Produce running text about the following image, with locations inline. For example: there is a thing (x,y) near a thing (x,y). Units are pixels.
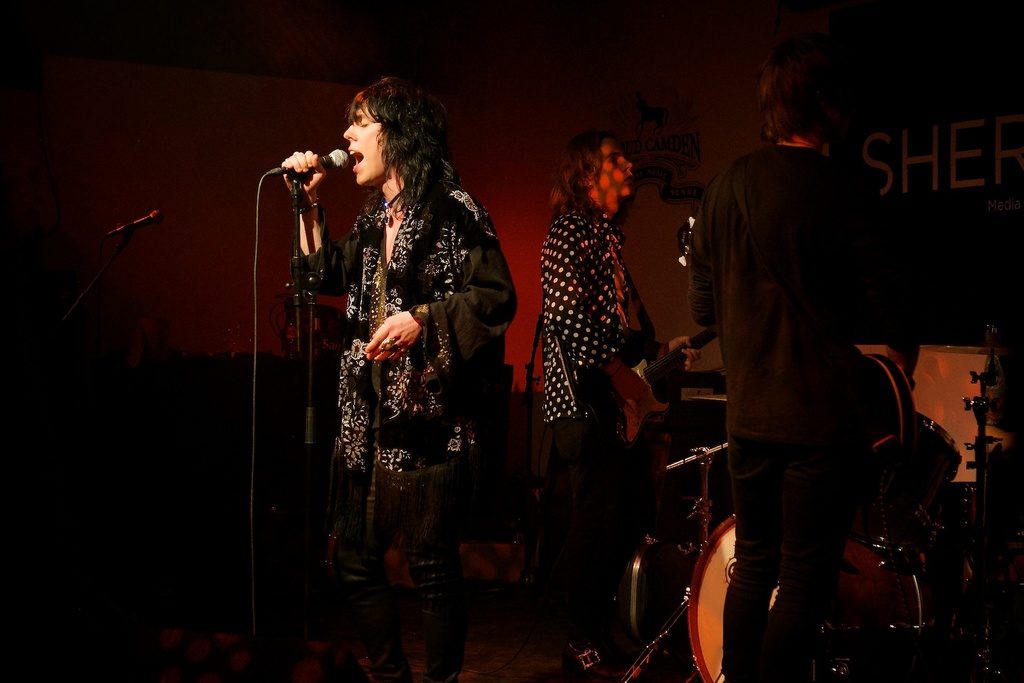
In this picture there is a person (368,266) who is holding a mic (335,165) and singing. There are two people (546,248) standing. There is a drum (715,548) and other musical instruments (881,437) at the background (860,519).
